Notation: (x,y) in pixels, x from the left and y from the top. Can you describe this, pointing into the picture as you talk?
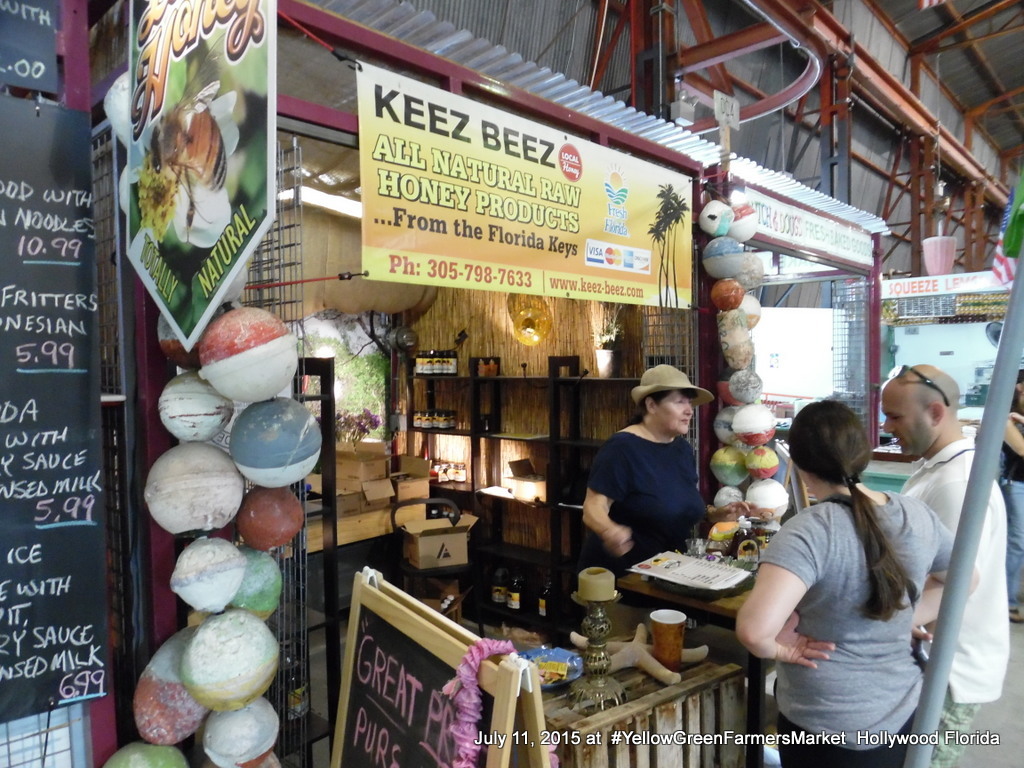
In this picture I can see a store (92,759) in front (730,671) and I can see 2 women (835,648) and a man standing and on the table (623,588) I can see few things (612,590) and I can see the colorful balls (250,345). On the top of this picture (501,125) I can see few banners (393,157), on which there is something written. On the left side of this image (92,266) I can see boards (3,227) on which there are words (9,450) and numbers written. On the top right corner of this picture (797,76) I can see the rods (830,99) and I can see the watermark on the right bottom of this picture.
